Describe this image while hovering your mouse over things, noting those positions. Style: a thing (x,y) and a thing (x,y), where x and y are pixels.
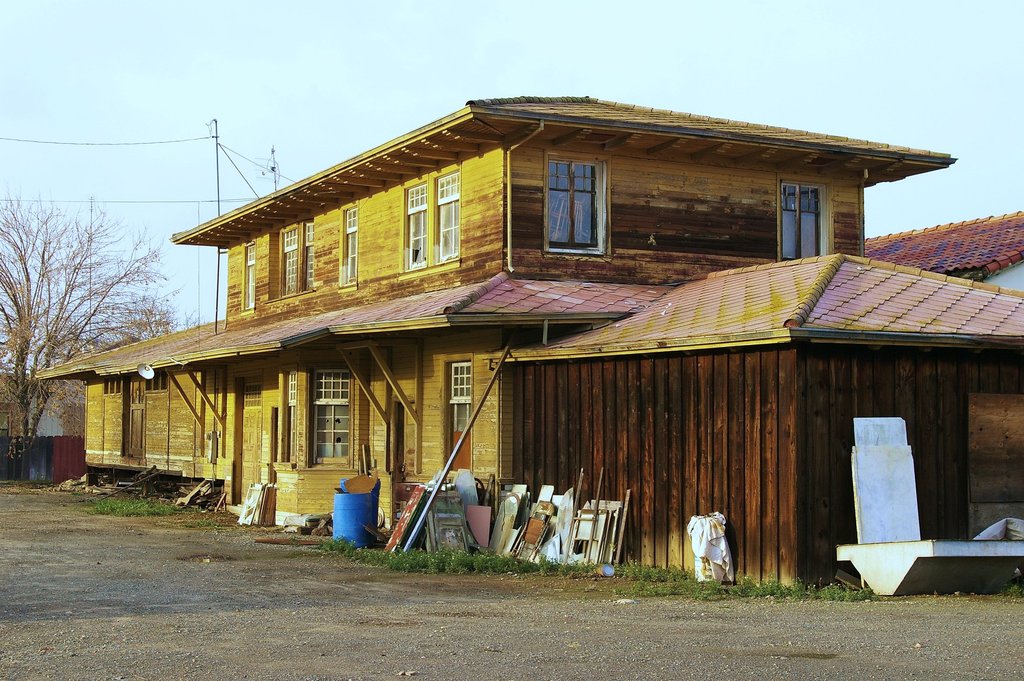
In this image there is a house (414,251) in middle of this image (508,292) and there is a drum (361,495) in blue color at bottom of this image (356,512) and there is a tree (87,337) at left side of this image (16,369). There are some current poles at top left side of this image (219,162) and there are some objects (472,484) kept at bottom of this image (697,526) and there are some windows (310,236) at middle of this image (422,235). and there is a door (245,460) at bottom left side of this image (257,474).
